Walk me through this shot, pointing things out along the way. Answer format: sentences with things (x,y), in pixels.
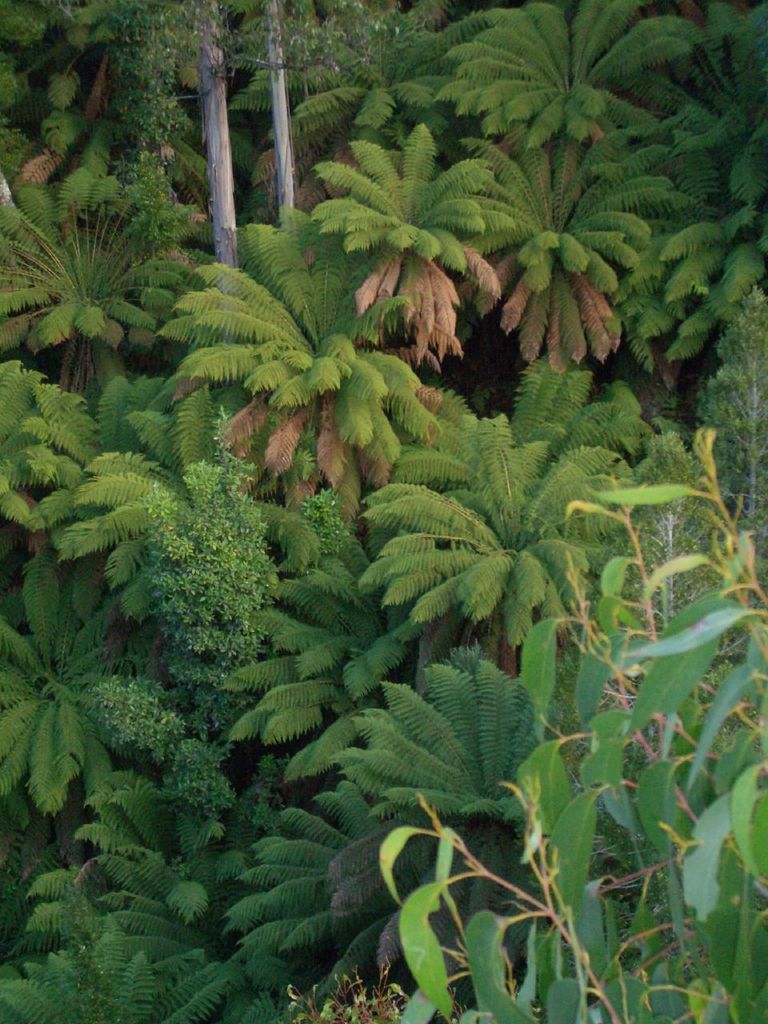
In this image I can see many trees (304,638). I can see two wooden poles (229,228) in-between these trees (85,330).
